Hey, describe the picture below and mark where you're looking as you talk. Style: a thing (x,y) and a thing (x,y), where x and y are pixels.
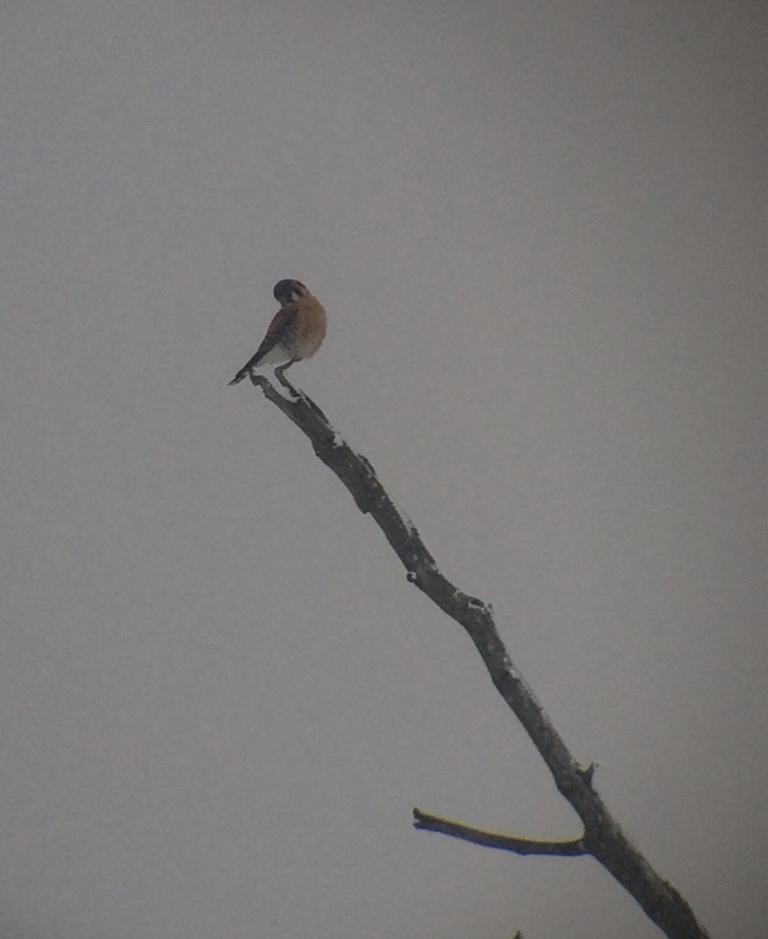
The image is looking like a drawing. In the center of the image (300,397) we can see a bird (244,373), on the stem (384,500).
